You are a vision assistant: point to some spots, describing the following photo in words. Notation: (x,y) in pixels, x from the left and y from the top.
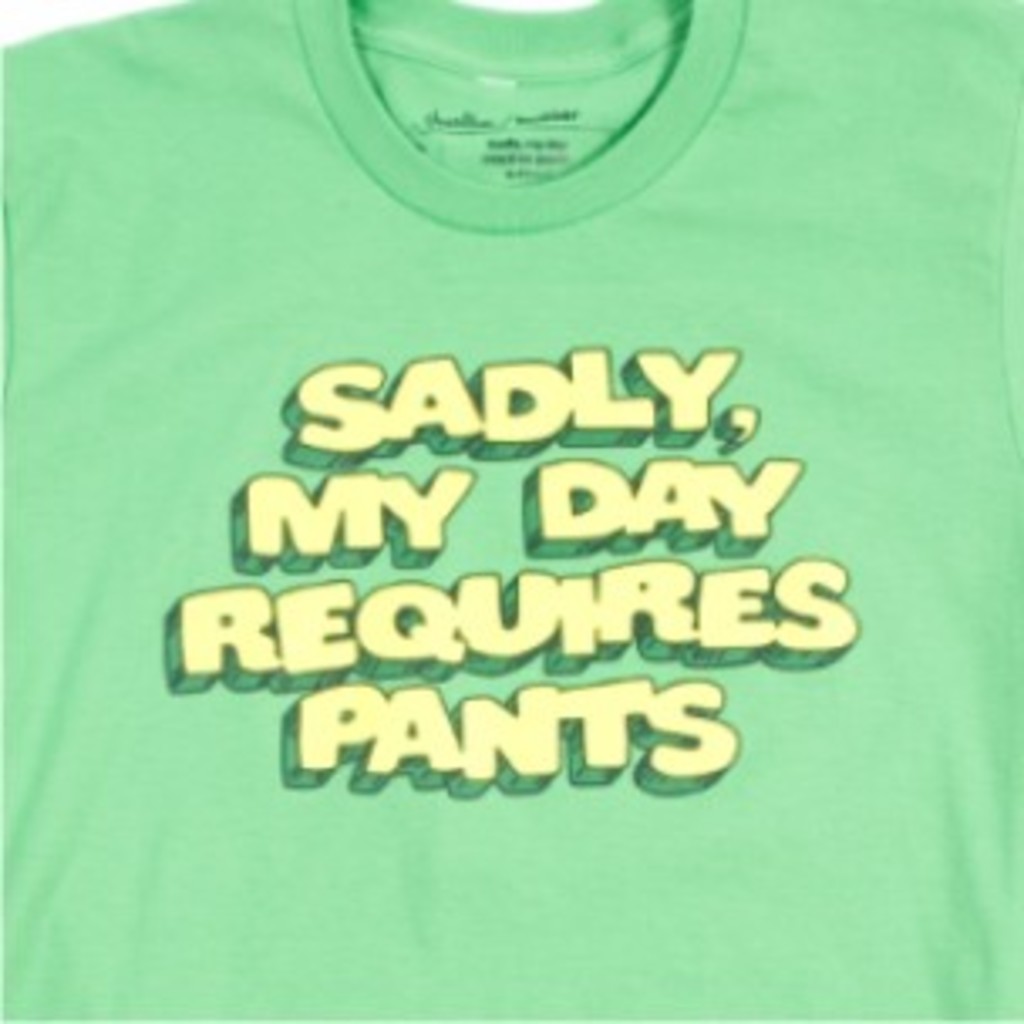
In this image there is a green T-shirt (944,250), on that there is some text (424,646).
